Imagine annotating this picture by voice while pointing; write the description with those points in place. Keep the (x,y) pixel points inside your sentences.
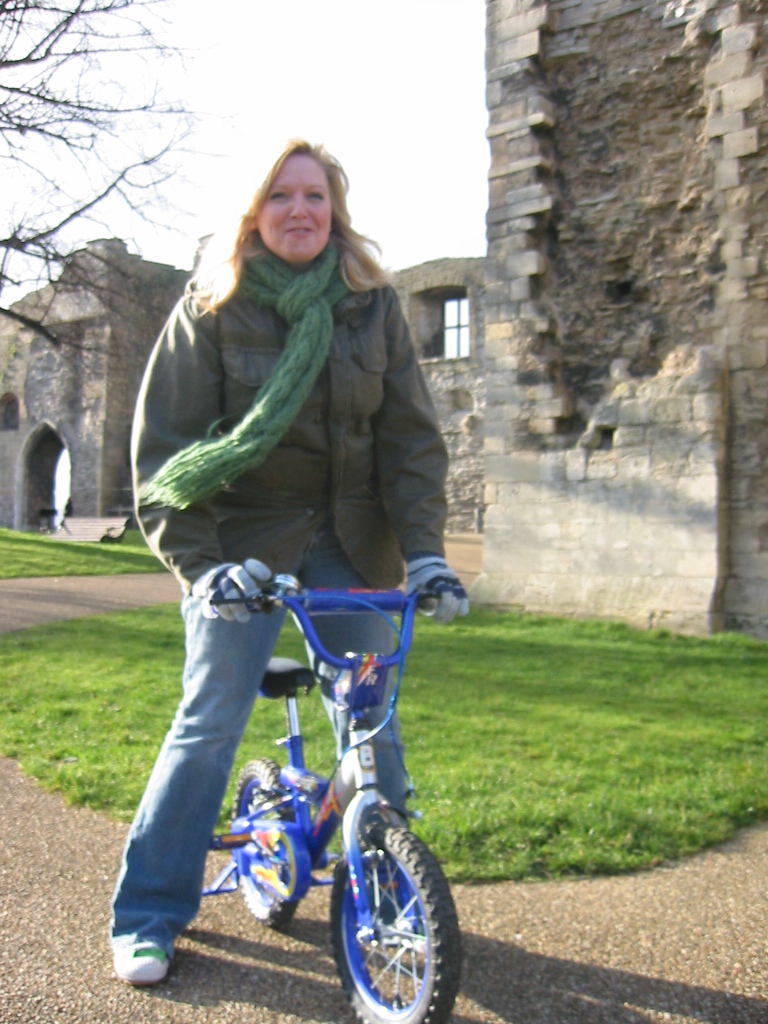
There is a woman (187,680) standing and holding bicycle (421,865). We can see grass (414,681). In the background (166,269) we can see wall (479,259), window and sky (128,61).
